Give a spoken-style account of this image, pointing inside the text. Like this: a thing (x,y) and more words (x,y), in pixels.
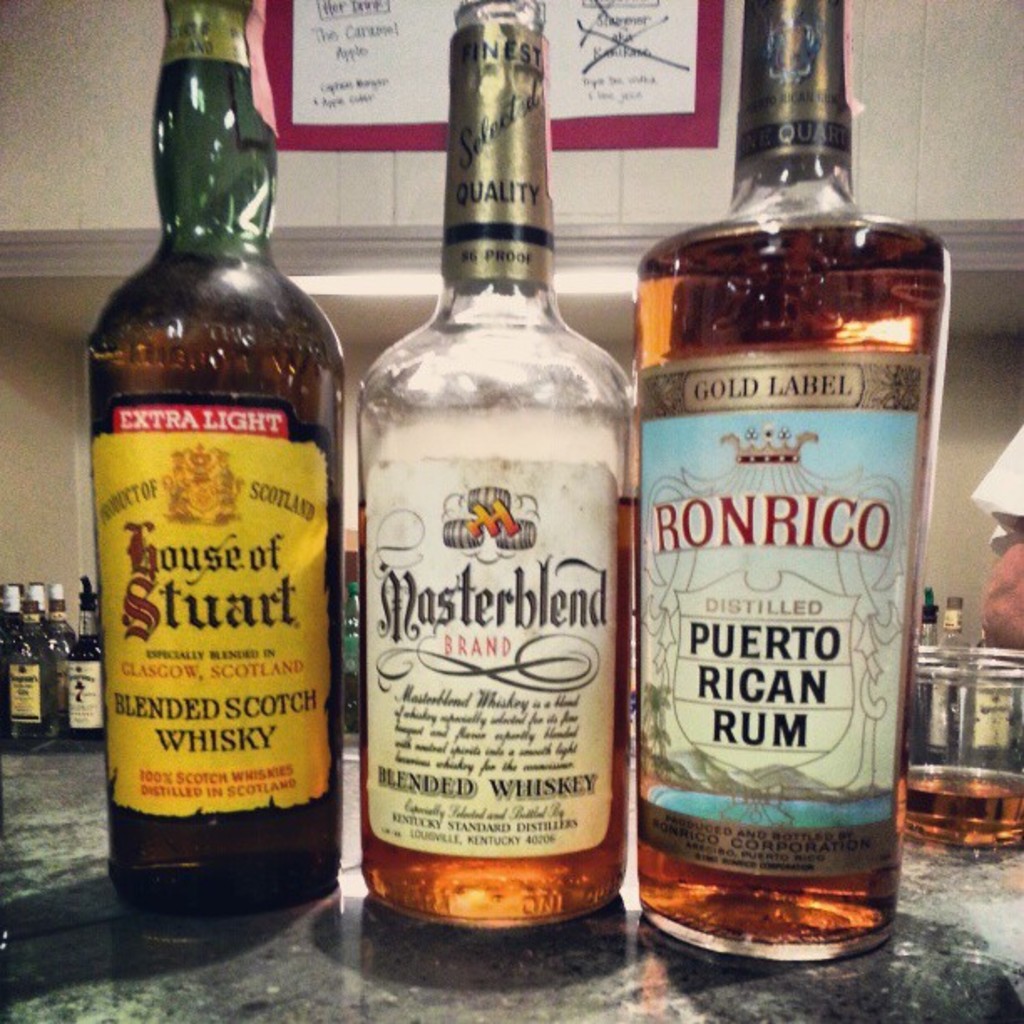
In this image i can see three bottles (561,575) at the foreground of the image (213,589) and at the background of the image (30,626) there are number of bottles (12,619).
